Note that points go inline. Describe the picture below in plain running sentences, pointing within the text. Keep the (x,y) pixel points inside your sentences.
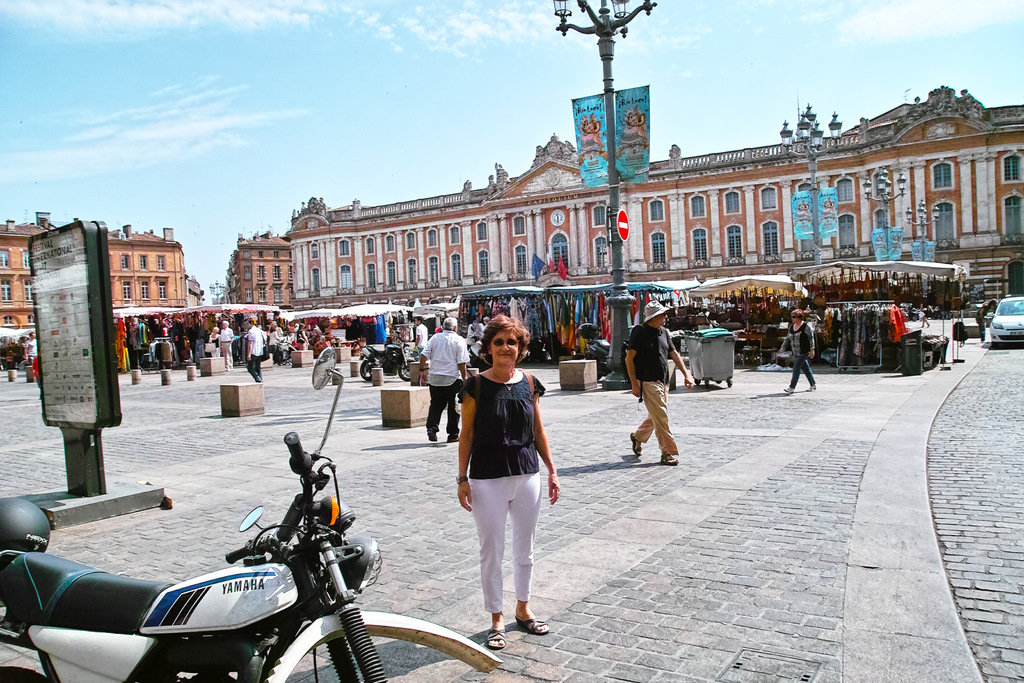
In this image we can see there are a few people (472,400) standing and few people (478,464) standing on the ground (422,439) and there are pillars (415,402), vehicles (369,347), dustbin (696,355) and board (62,311) on the ground (744,386). And we can see there are stalls (410,342). At the back (45,226) there are buildings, street lights (615,272), banner (830,211) and the sky (281,89).
